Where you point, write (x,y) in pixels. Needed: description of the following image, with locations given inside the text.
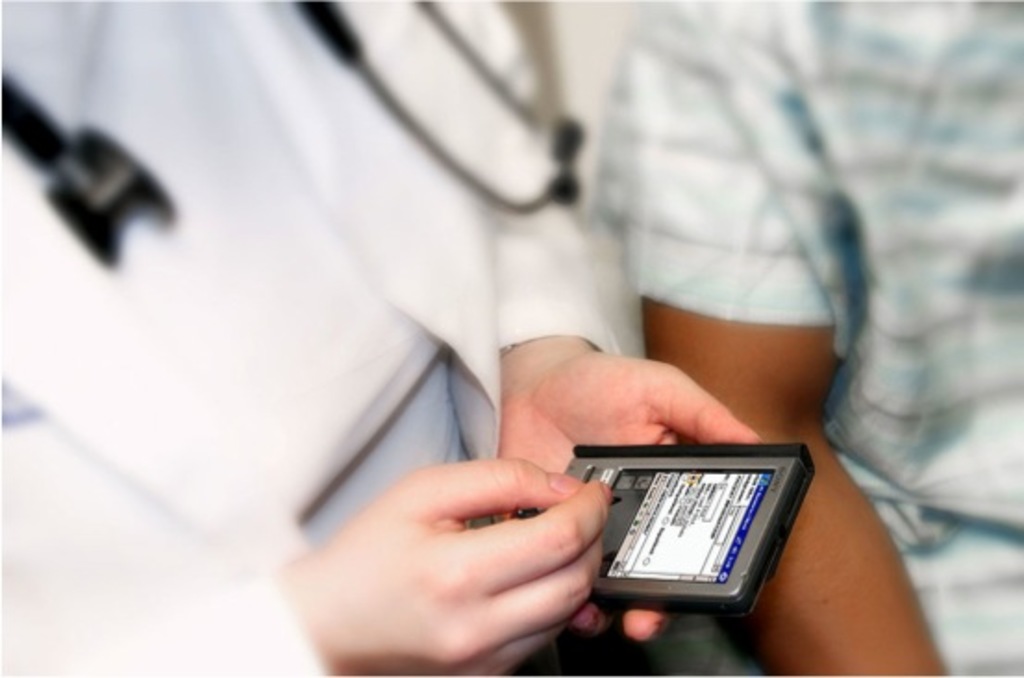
There are two people (331,261) and this person (405,396) holding gadget (576,470).
